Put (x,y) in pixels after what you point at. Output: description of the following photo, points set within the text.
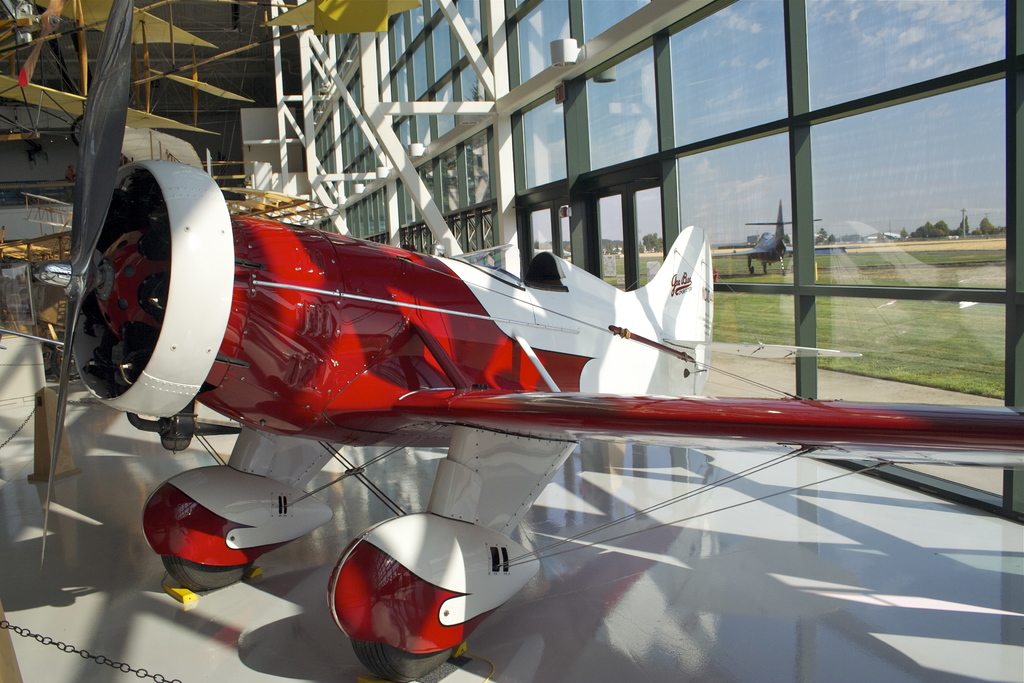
In the image we can see the propeller plane (397,315), red and white in color. Here we can see glass wall (735,133) and out of the glass wall (901,268) we can see the grass (928,336), trees (942,231), pole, the sky (813,48) and another plane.
